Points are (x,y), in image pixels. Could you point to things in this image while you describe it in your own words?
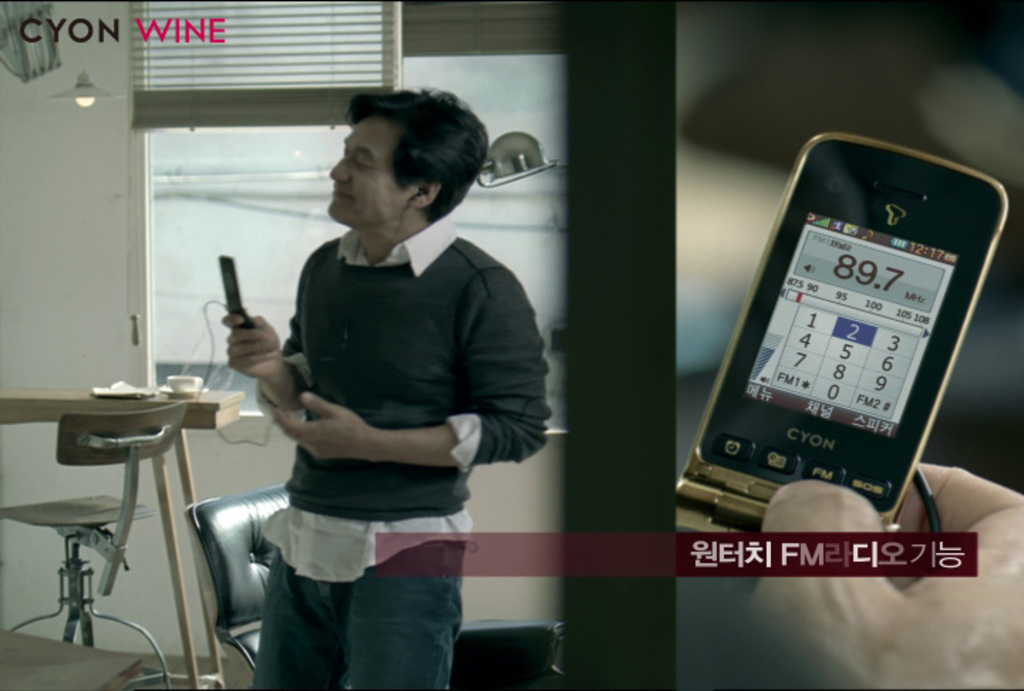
In this image we have a man (362,291) who is holding a mobile (224,281) in his hands (367,429) and wearing sweater (384,387). On the left of the image (81,514) we have a chair (66,517) and table (221,409). On the table (206,405) we have a cup (188,389) on it and few other stuff (113,387). On the right side of the image (754,414) we have a mobile (821,322).
